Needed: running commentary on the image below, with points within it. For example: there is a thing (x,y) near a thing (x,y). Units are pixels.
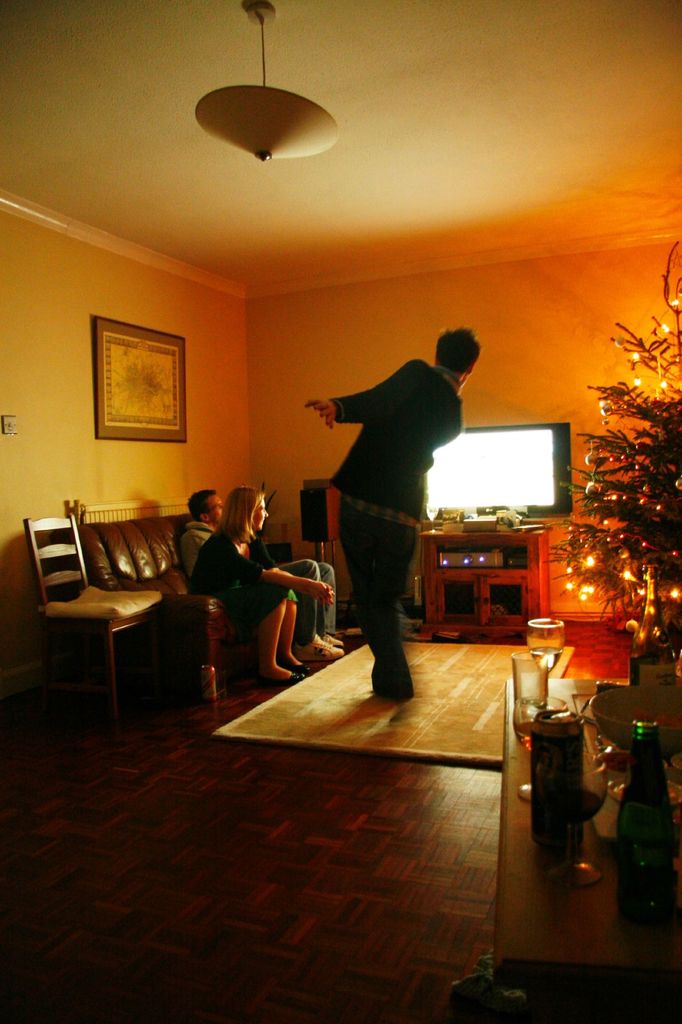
In this picture this person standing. These two persons (229,568) sitting on the sofa (175,577). We can see chair (115,596). This is floor (319,838). On the background (348,317) we can see wall (346,342), frame (96,370). There is a table (469,536). On the table (512,568) we can see things (486,513). This is plant (678,626). There is a table (560,963) we can see bottle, tin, glass (583,774).
